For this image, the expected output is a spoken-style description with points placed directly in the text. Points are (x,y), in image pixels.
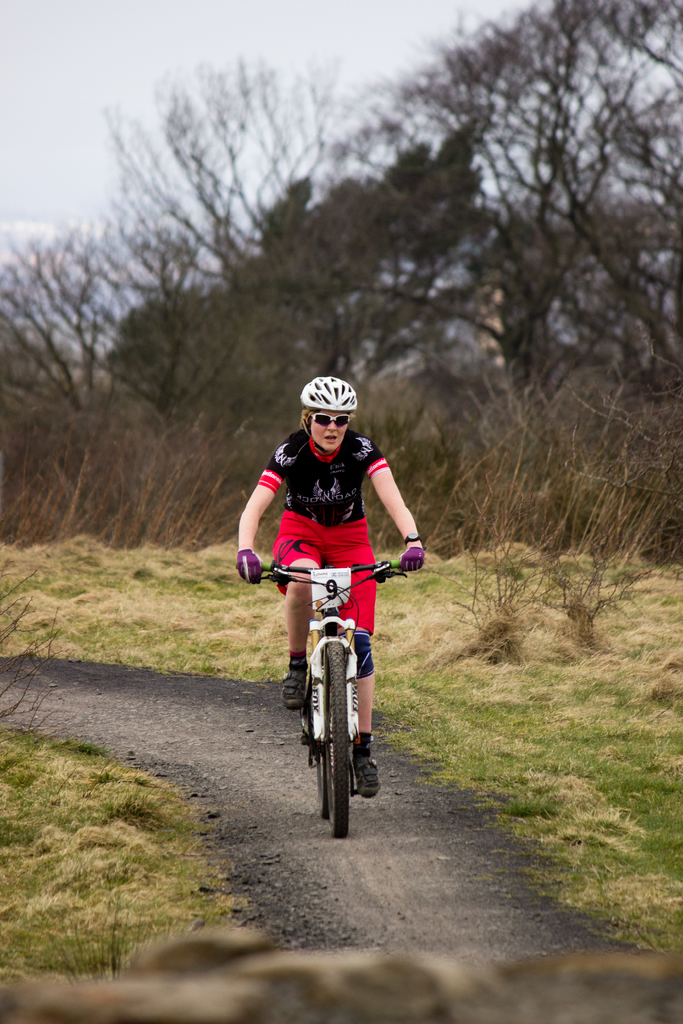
In this image, In the middle (293,524) there is a road (255,726) in black color, there a woman (356,616) riding a bicycle (299,571), In the right side (591,260) there are some trees (580,301) in black color, in the left side (81,867) there is grass (83,821) in green color.
